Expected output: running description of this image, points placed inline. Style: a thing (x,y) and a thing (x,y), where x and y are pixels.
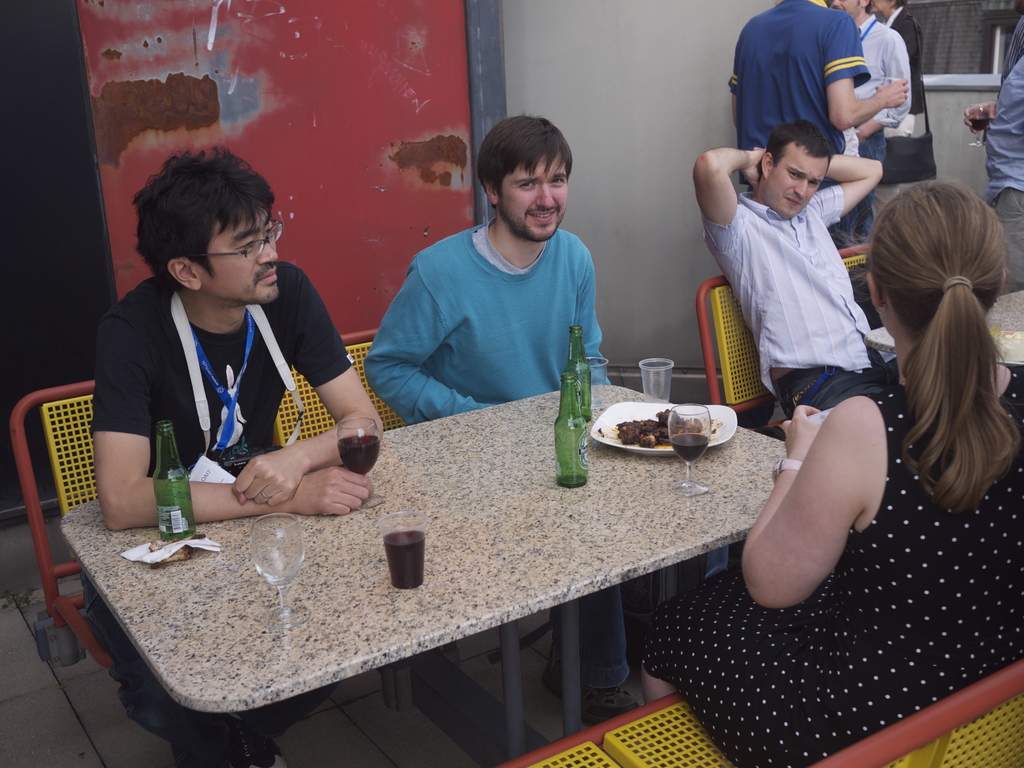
In this Image I see 3 men (540,280) and a woman (978,316) who are sitting on chairs (987,733) and there are tables (129,609) in front of them on which, there are bottles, glasses (655,369) and plate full of food (648,418). I can also see this man (580,310) is smiling. In the background (543,102) I see the wall (714,41) and few people (1023,215) over here and I see that they're holding glasses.
